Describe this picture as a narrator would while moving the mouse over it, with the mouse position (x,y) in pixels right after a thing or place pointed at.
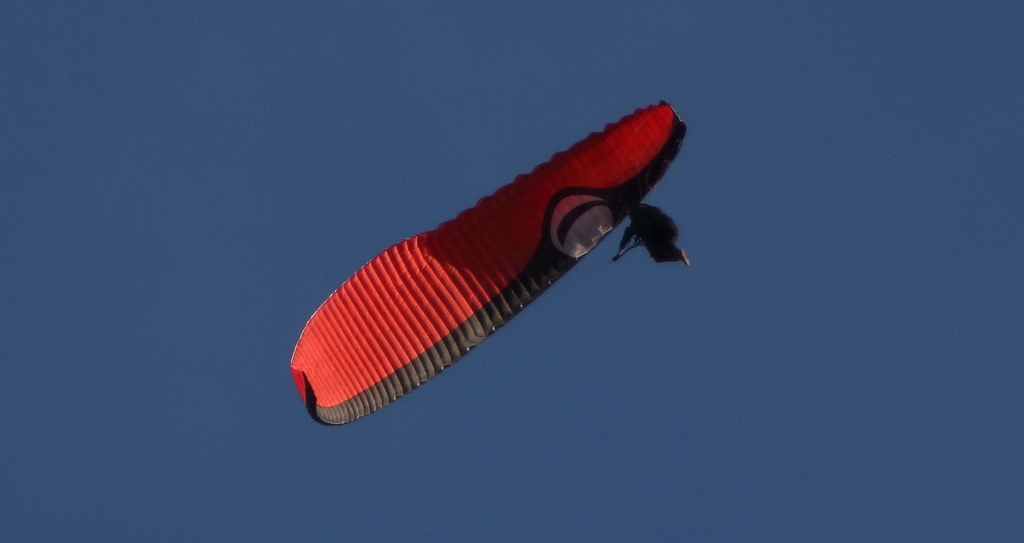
In this image we can able to see a person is flying in the sky (484,189) with the help of a parachute (498,262), which is red and black in color.
